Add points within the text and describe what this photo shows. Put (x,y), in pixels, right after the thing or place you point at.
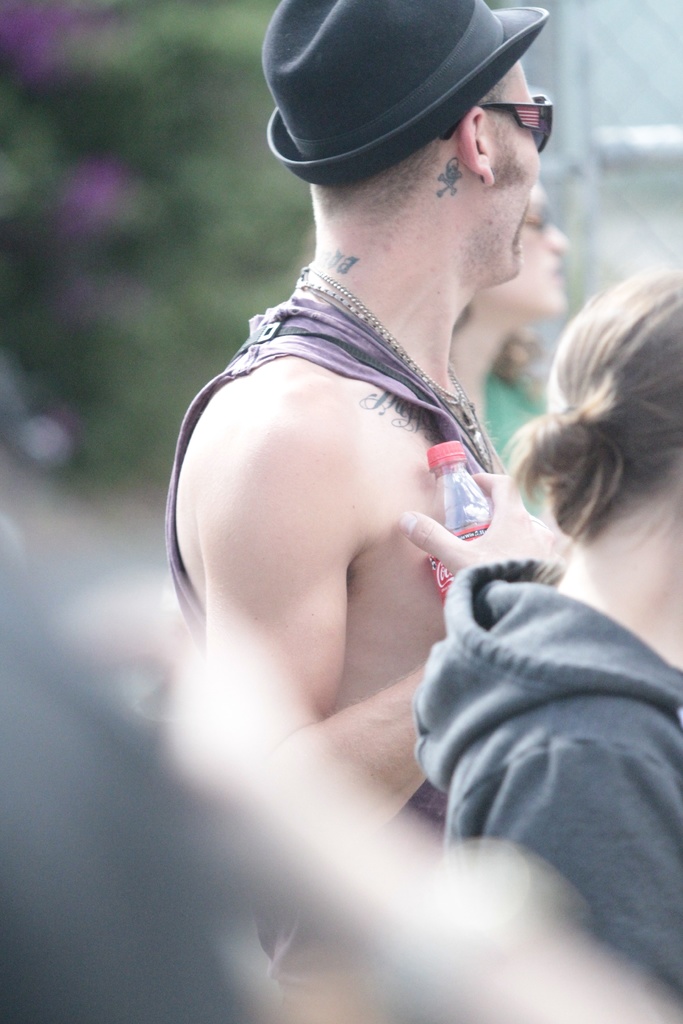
This is a picture taken in the outdoors. The man (252,472) in a tank top (254,364) was holding a bottle (468,528) and the man (322,431) is in black hat (412,138) with goggles (535,114). In front of the man (396,560) there is a woman (566,679) is standing on the floor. Behind the people (444,386) is in green.
